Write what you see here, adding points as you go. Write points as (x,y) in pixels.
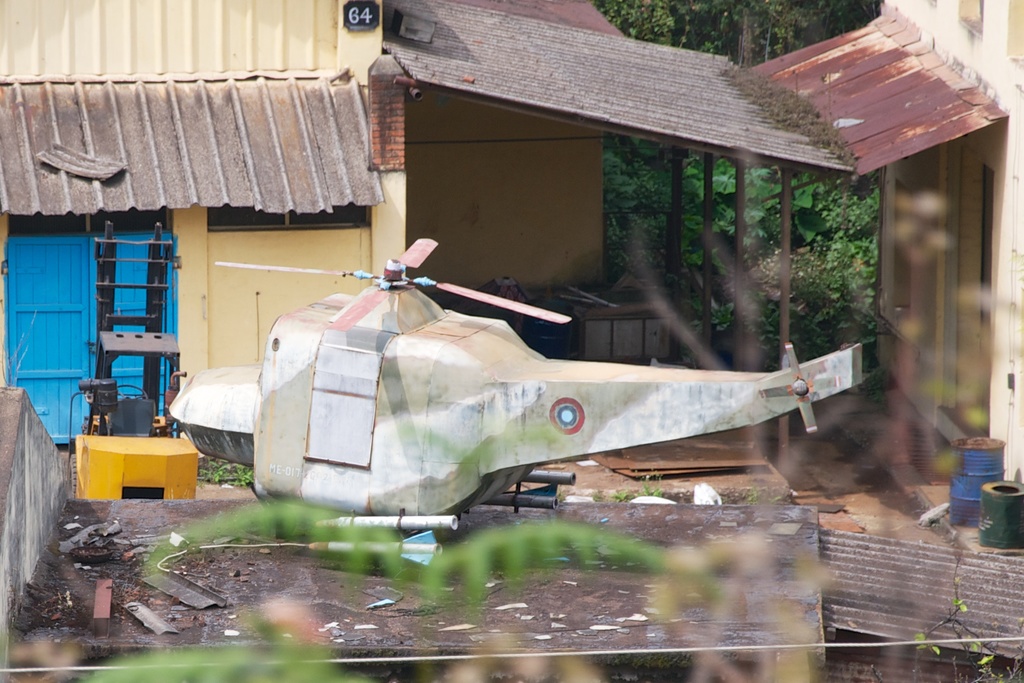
In this image we can see the buildings (210,158) and a helicopter (300,333), there are some poles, doors (90,283), trees (817,286), drums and some other objects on the ground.
